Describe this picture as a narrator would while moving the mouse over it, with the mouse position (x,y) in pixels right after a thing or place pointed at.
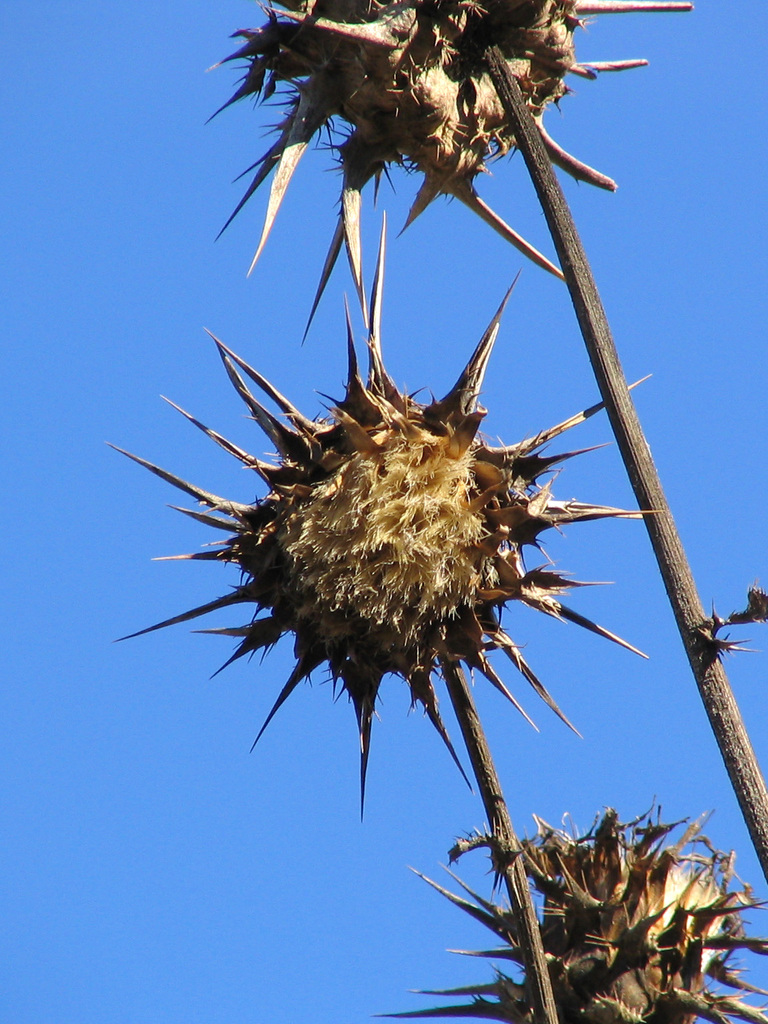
In this image there is a stem (583,296). There are dried fruits (412,499) to the stem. In the background (177,289) there is the sky (384,301).
